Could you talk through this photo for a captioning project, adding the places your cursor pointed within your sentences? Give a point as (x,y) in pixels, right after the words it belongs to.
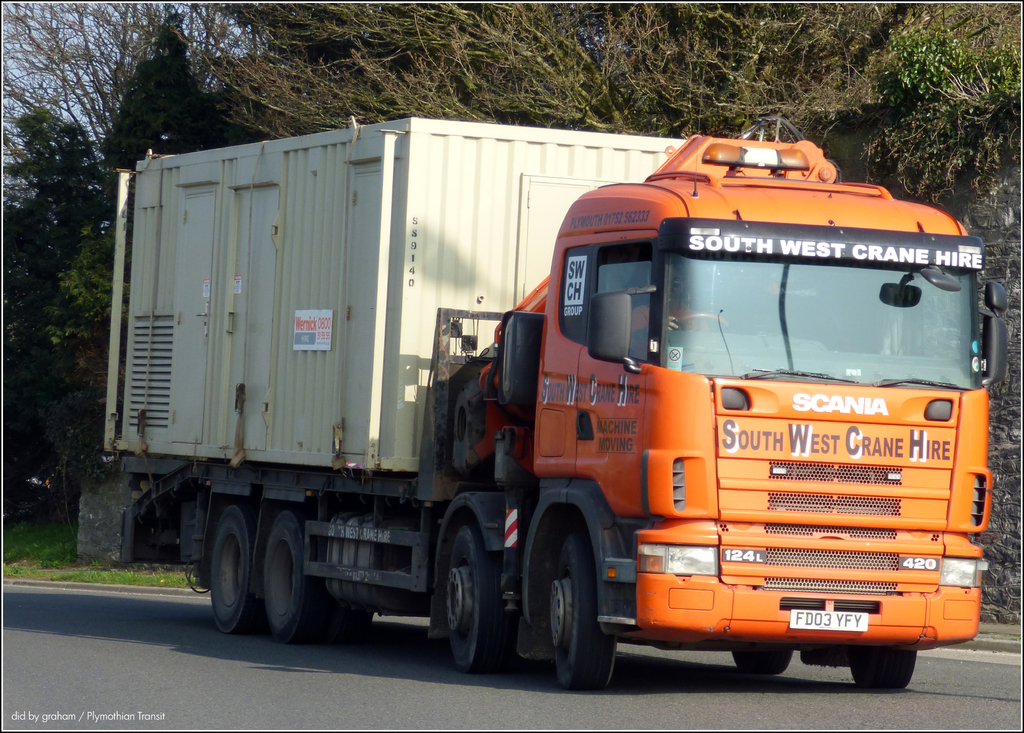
In this image there is a person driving the vehicle (588,623) on the road (324,665). In the background of the image (199,88) there are trees (221,49) and sky (108,49). There is some text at the bottom of the image (93,721).
